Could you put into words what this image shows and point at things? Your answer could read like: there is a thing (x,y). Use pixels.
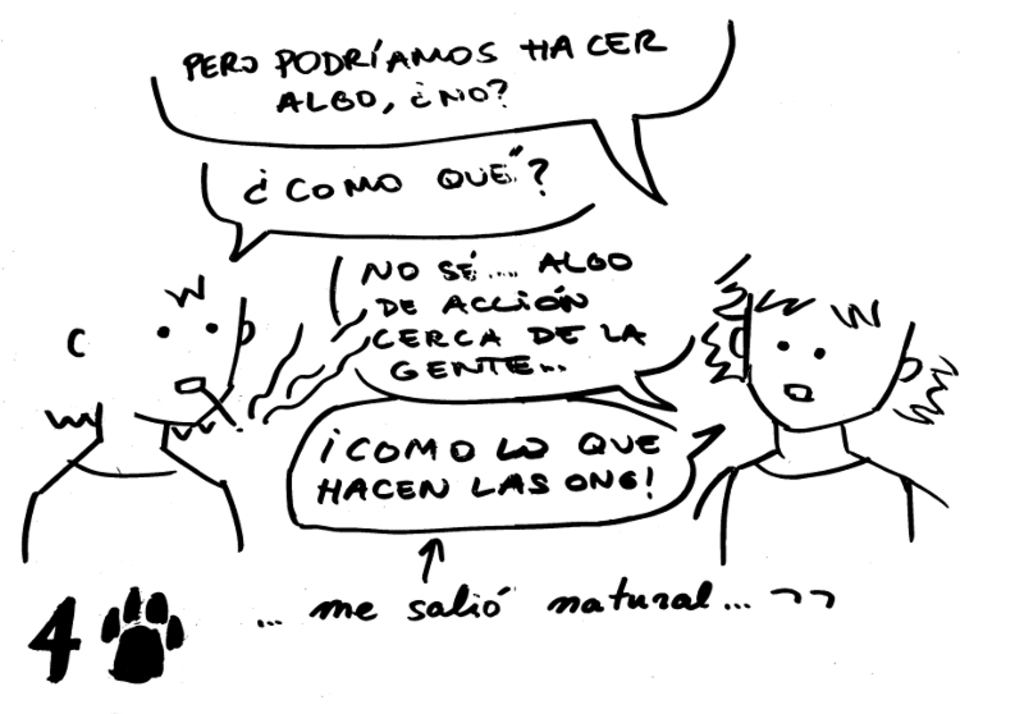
In this image I can see the sketch (824,374) of two persons (787,415) and some text (482,100). The background (828,256) is in white color.
